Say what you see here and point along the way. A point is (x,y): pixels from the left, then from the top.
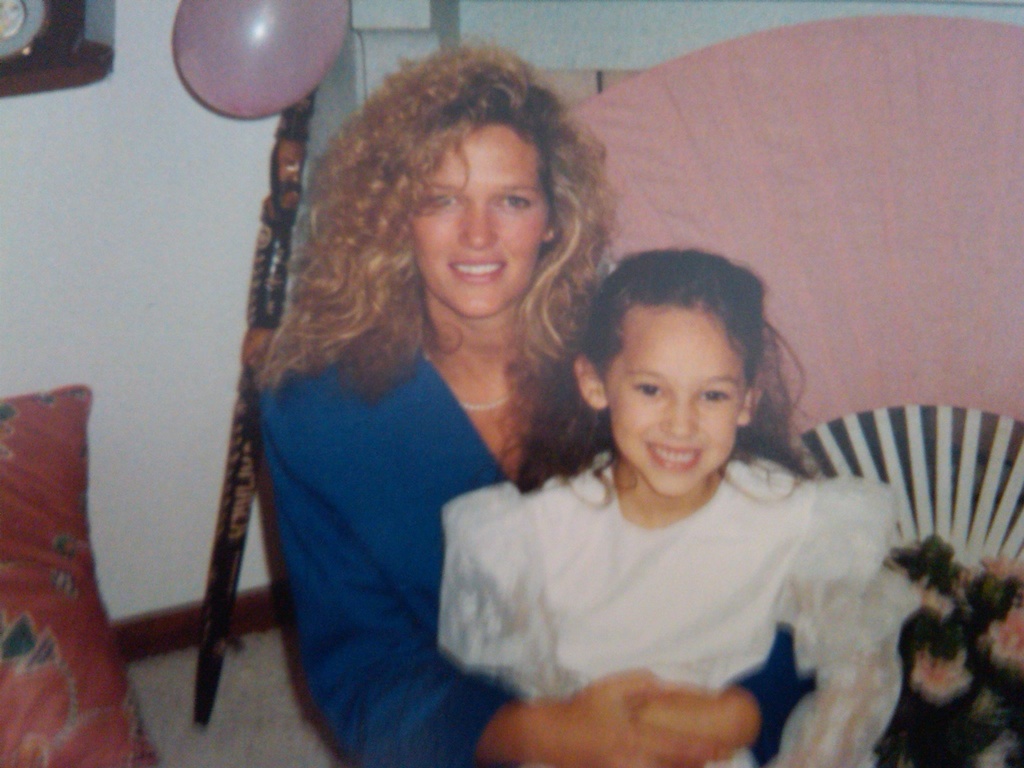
In this image I can see girl (658,480) and a woman (504,327). I can see one is wearing blue colour dress (387,557) and one is wearing white. I can also see smile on their faces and in the background (322,3) I can see pink colour balloon (215,2).
